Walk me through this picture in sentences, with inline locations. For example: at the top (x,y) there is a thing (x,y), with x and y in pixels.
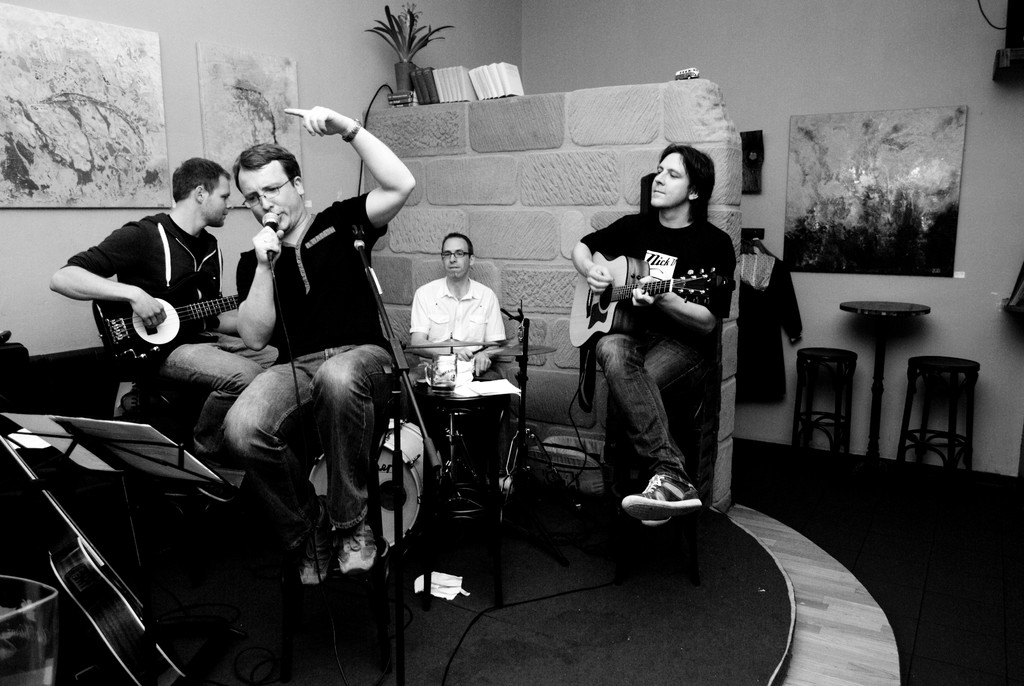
Here we can see a man (281,180) with a microphone (269,254) in his hand (265,241) singing and behind him we can see couple of guys (209,219) right and left playing guitar (168,307) and in the middle (439,323) the guy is playing drums (389,437) and we can see portraits (148,83) on the wall (186,77).
